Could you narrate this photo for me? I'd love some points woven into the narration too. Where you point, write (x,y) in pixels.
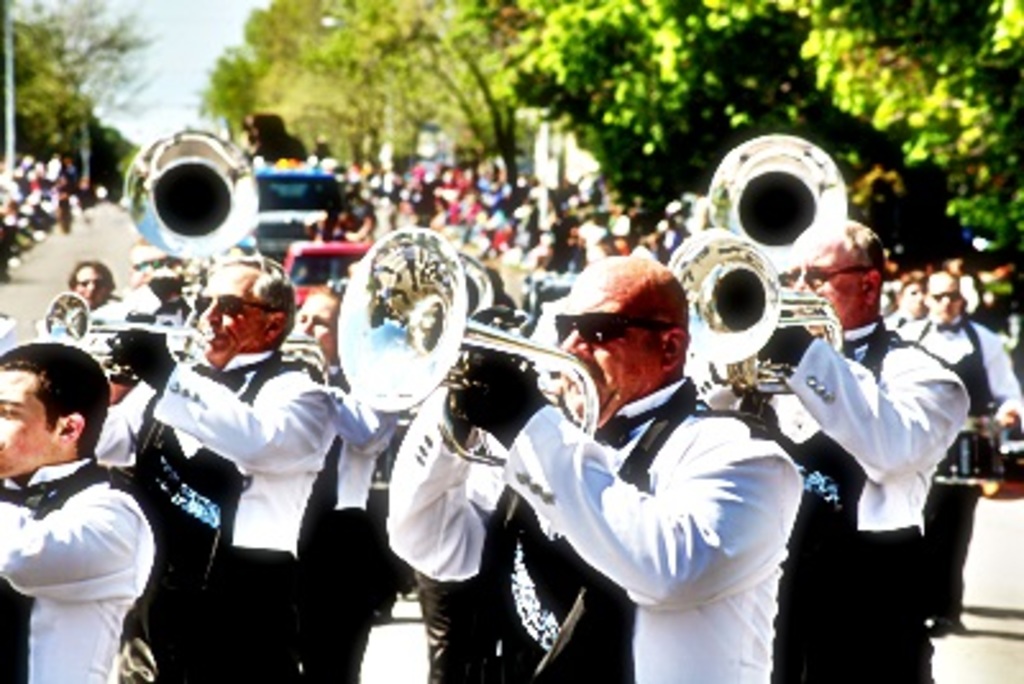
In the image a group of men (472,404) were playing some instrument (408,264) and behind them there is a huge crowd (424,170), around the crowd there are many trees (894,63).
